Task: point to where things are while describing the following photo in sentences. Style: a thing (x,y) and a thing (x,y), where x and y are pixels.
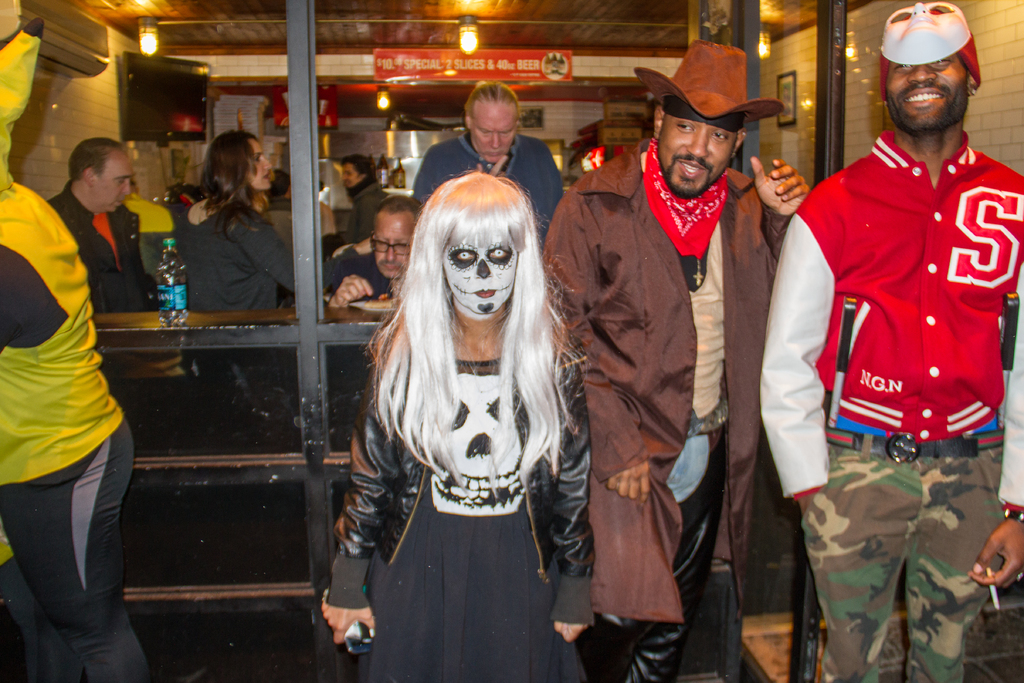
Here a woman (398,415) is standing and she has a painting (485,292) on her face (485,292). In the background (194,77) there are few persons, lights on the ceiling (358,16), AC (32,15) on the wall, bottles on a platform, name board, TV (174,72), frame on the wall (811,79) and a bottle (162,265) on a rack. On the right (690,139) there is a hat (732,81) on a man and another man (863,665) has mask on his head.
